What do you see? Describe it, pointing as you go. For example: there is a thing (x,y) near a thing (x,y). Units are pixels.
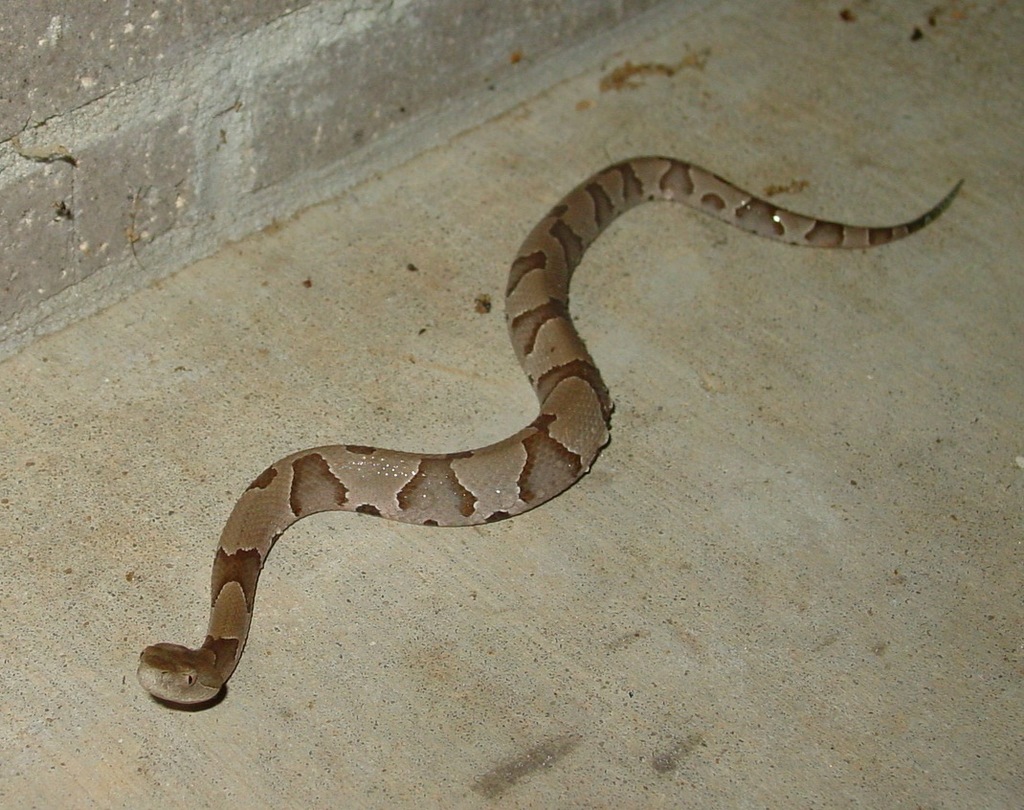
In this image in the center (409,494) there is a snake (542,325).
